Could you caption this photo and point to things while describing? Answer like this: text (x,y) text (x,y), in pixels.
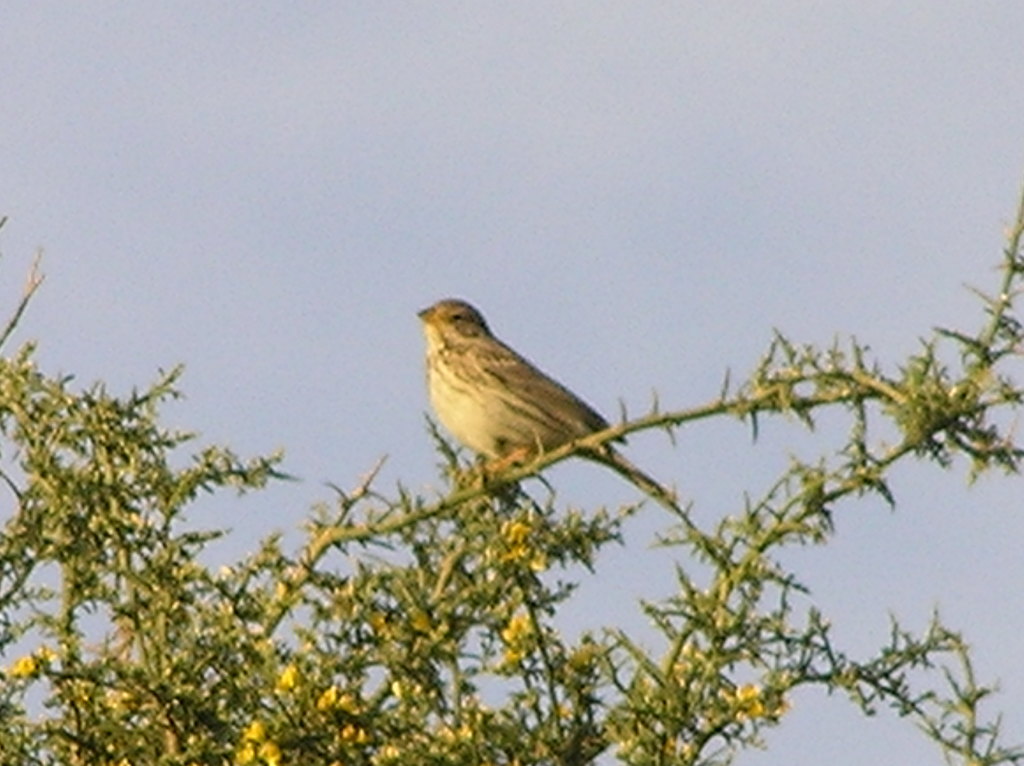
In this image we can see branches (255,637) with leaves (476,585) and flowers (116,696). On that there is a bird (514,381). In the background (638,259) there is sky (853,546).
